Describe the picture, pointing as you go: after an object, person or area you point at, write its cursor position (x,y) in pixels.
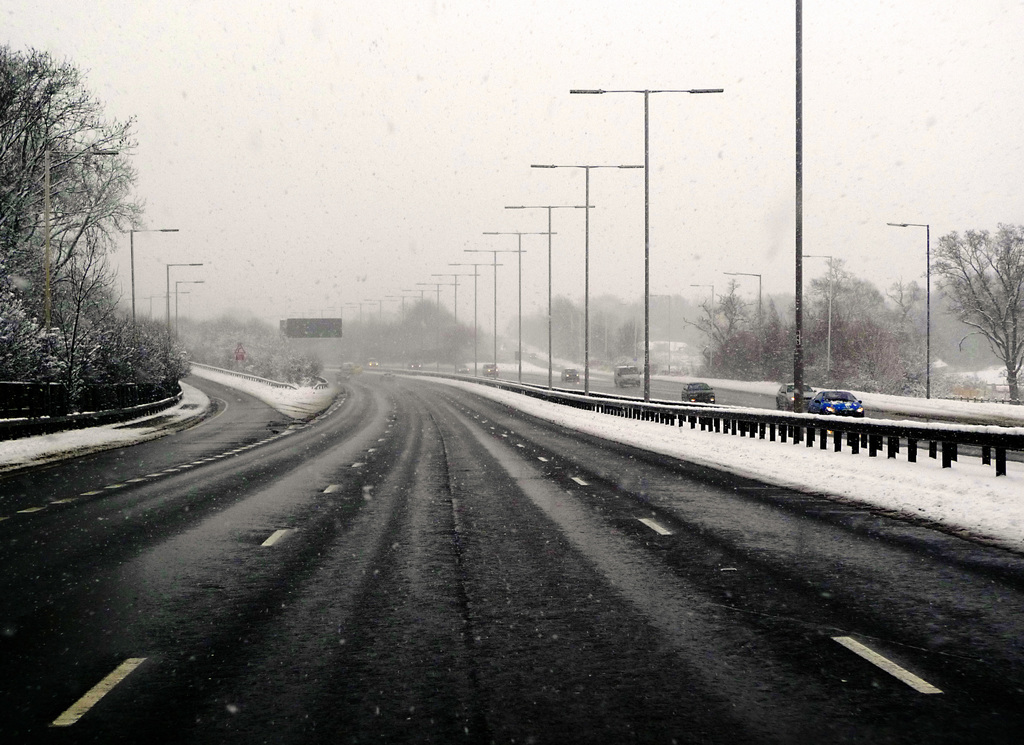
In this image I can see the vehicles (622,382) on the road (571,530). On both sides of the road (426,454) I can see many poles (588,367), trees (229,351) and the boards (334,335). In the background (343,117) I can see the sky (343,117).
